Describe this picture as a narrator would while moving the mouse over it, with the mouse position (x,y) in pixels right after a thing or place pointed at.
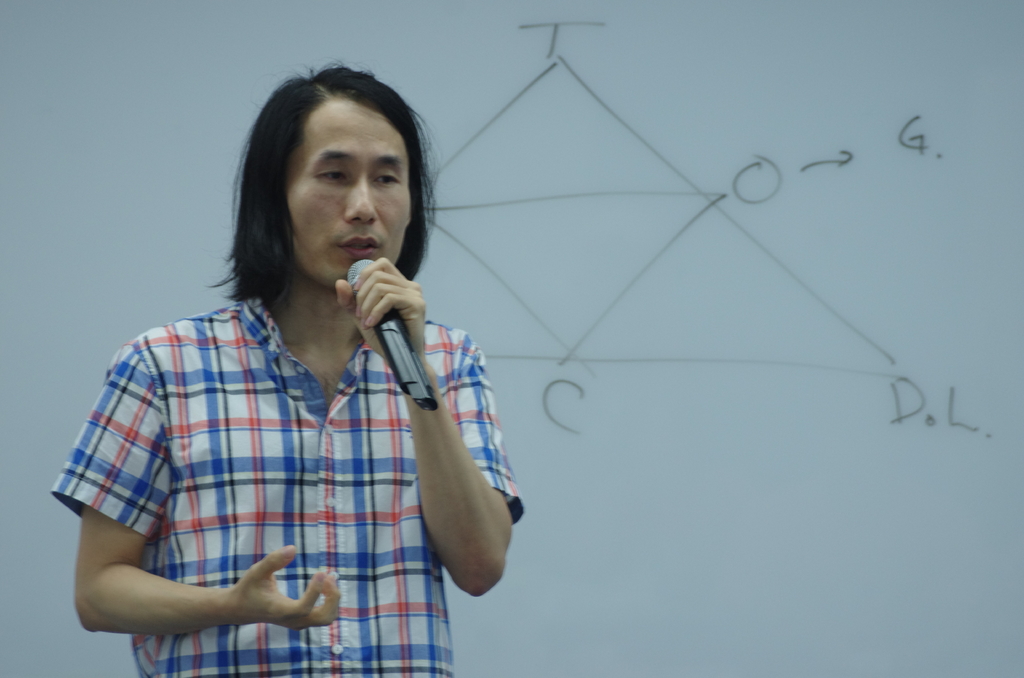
In the background (782,103) we can see there is something written on a whiteboard (711,238). In this picture we can see a man (422,434) wearing a shirt (369,432) and he is holding a microphone (391,339) and looks like he is talking.
